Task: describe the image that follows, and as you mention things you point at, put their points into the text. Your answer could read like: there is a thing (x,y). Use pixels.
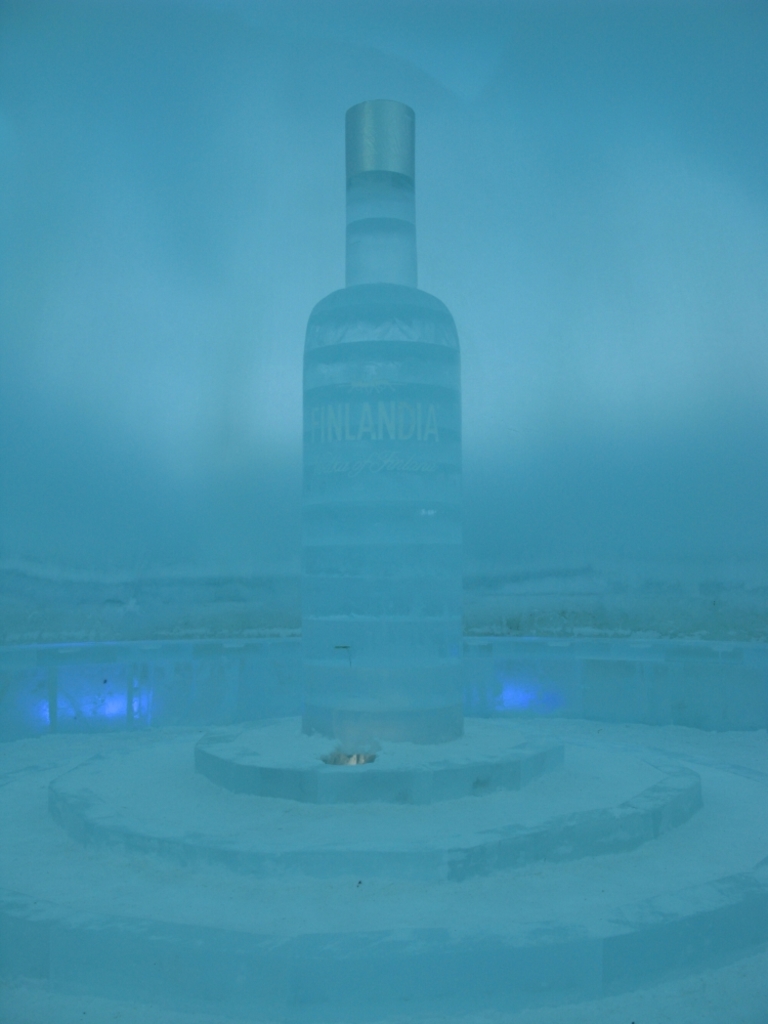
In this image I can see a bottle (383,247) and I can see blue color background (267,531).
